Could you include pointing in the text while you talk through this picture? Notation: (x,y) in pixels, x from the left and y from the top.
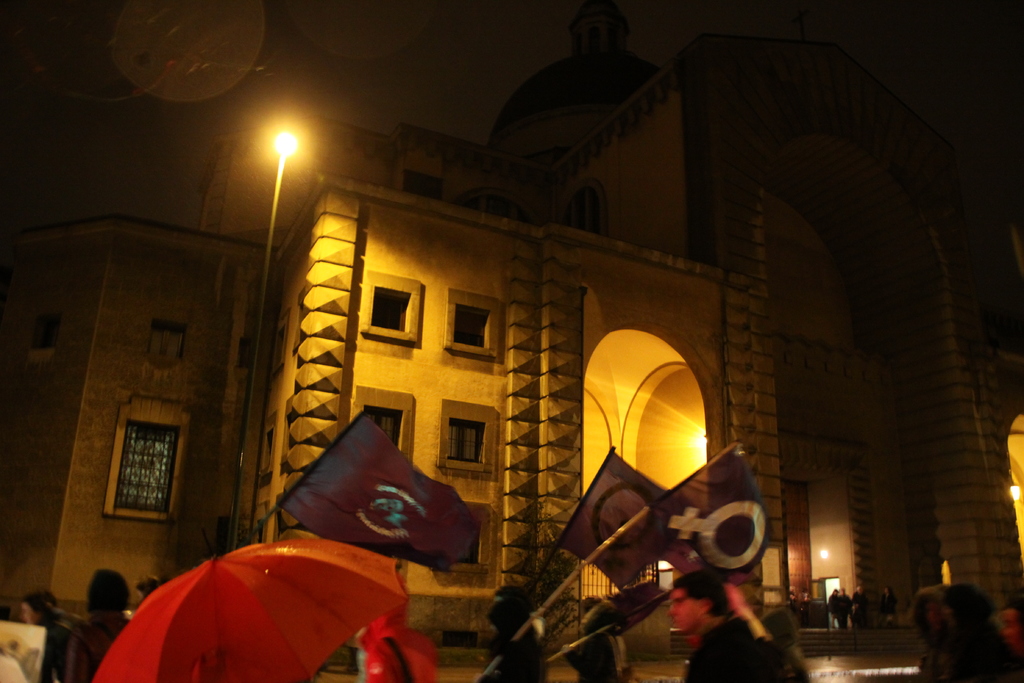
In the picture we can see group of people (369,653) walking along the road (331,672) holding some flags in their hands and in the background of the picture (411,334) there is building (408,270) and we can see some lights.
